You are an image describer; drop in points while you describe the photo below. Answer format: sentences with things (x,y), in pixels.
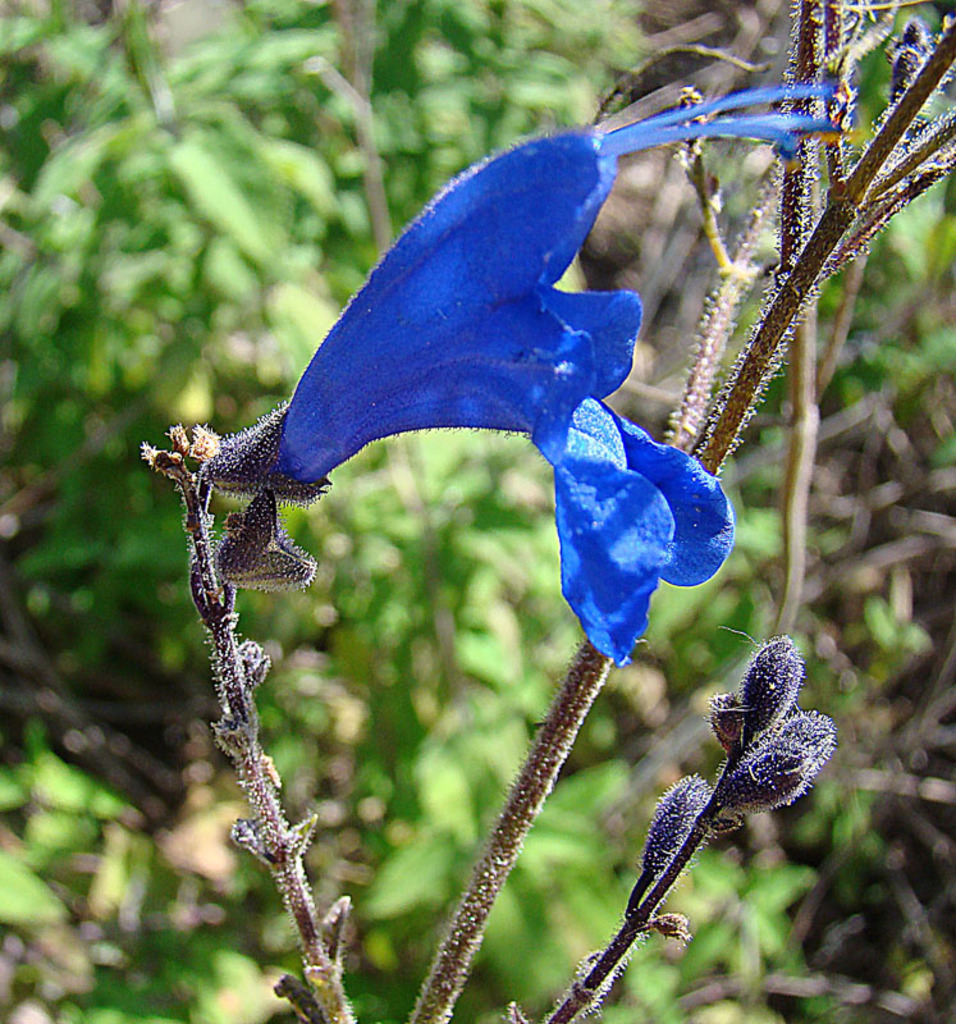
In this image we can see flower (574,556), plants (109,218), and the background (567,11) is blurred.
